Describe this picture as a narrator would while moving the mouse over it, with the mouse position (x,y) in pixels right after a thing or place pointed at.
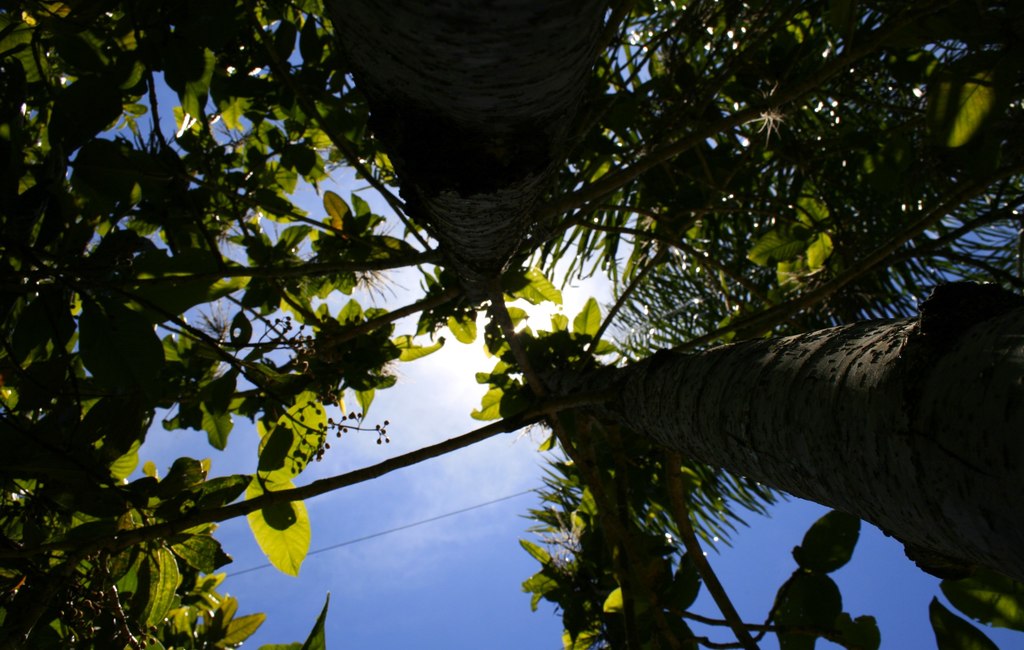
In this image we can see few trees (135,355), sun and the sky (461,470).
